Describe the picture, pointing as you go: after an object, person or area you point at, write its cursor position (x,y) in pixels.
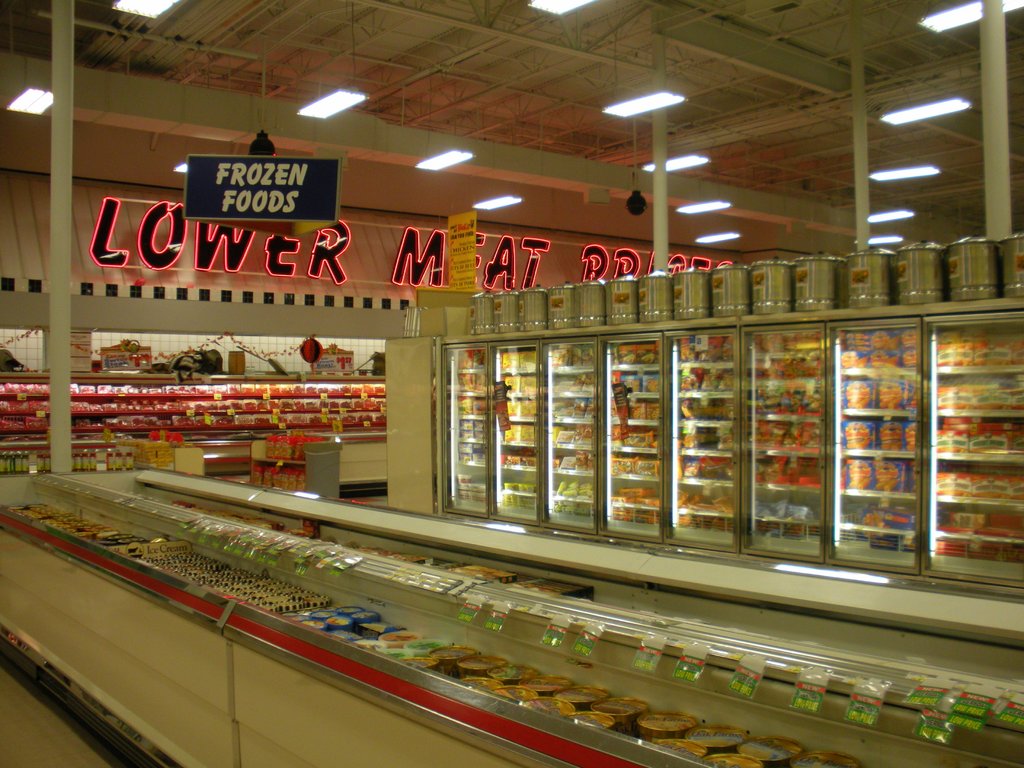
In the image in the center (598,282) we can see racks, tables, shelves (224,398), jars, chips packets (268,481), boxes (154,457), tetra packs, containers (352,615) and few other food products (719,456). In the background (314,239) there is a wall (219,305), roof (583,128), lights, banners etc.
